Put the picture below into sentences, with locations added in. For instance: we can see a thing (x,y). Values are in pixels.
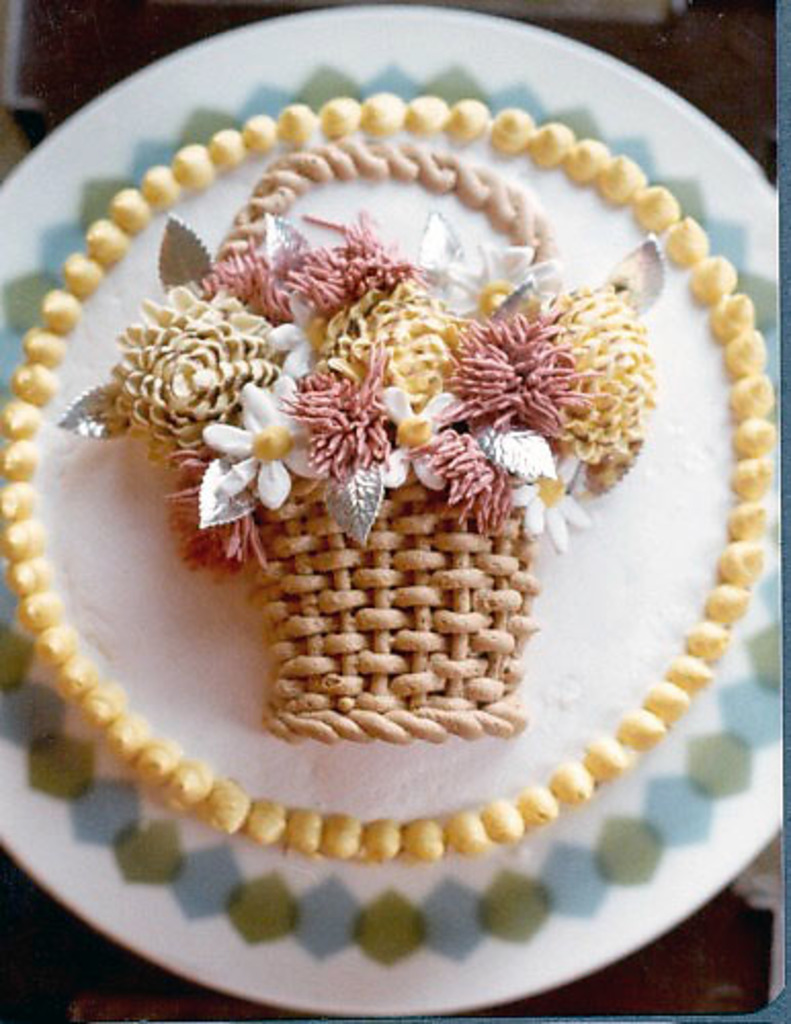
In the center of the image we can see a plate (585,962). In the plate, we can see a cake (387,616). In the background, we can see it is blurred.
